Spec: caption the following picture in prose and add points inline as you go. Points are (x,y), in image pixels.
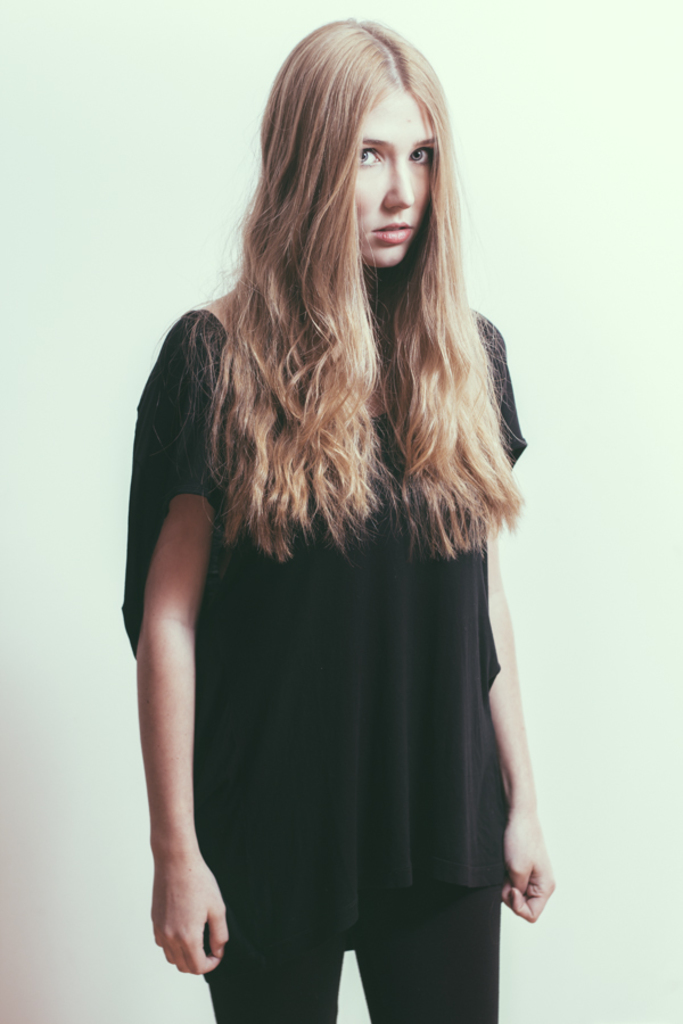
Here we can see a girl (311,472) standing and in the background (111,417) there is a wall (580,173).
